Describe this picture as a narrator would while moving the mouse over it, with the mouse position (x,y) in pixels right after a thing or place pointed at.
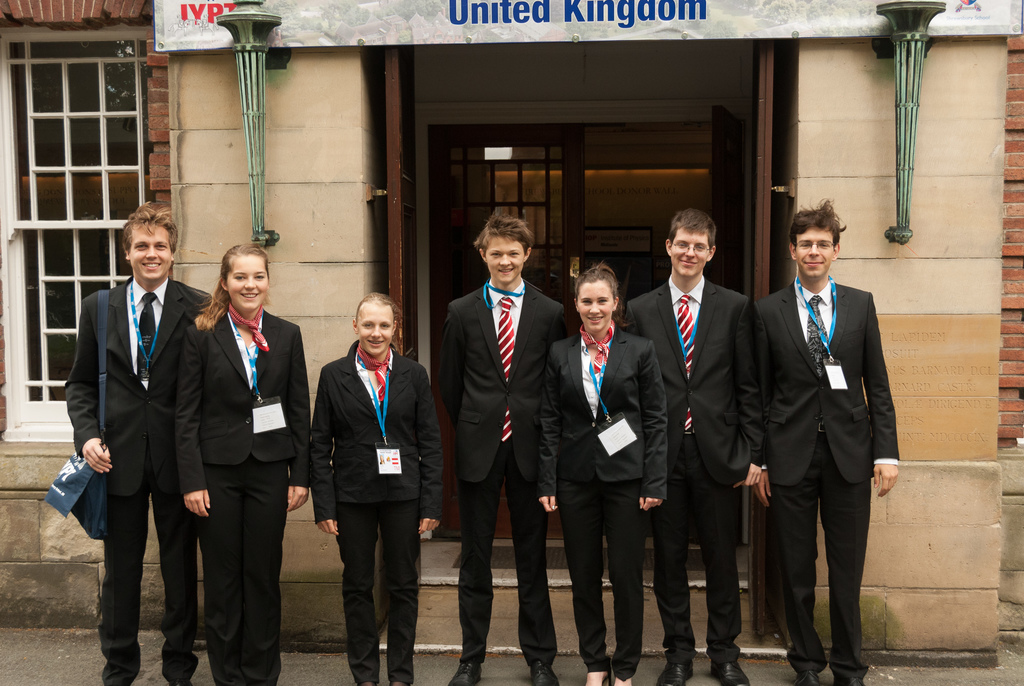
In this image we can see few people (515,469) are standing on the road (2,673). In the background (269,238) we can see walls (849,152), window (12,108), doors (753,223), boards (536,26), and few objects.
